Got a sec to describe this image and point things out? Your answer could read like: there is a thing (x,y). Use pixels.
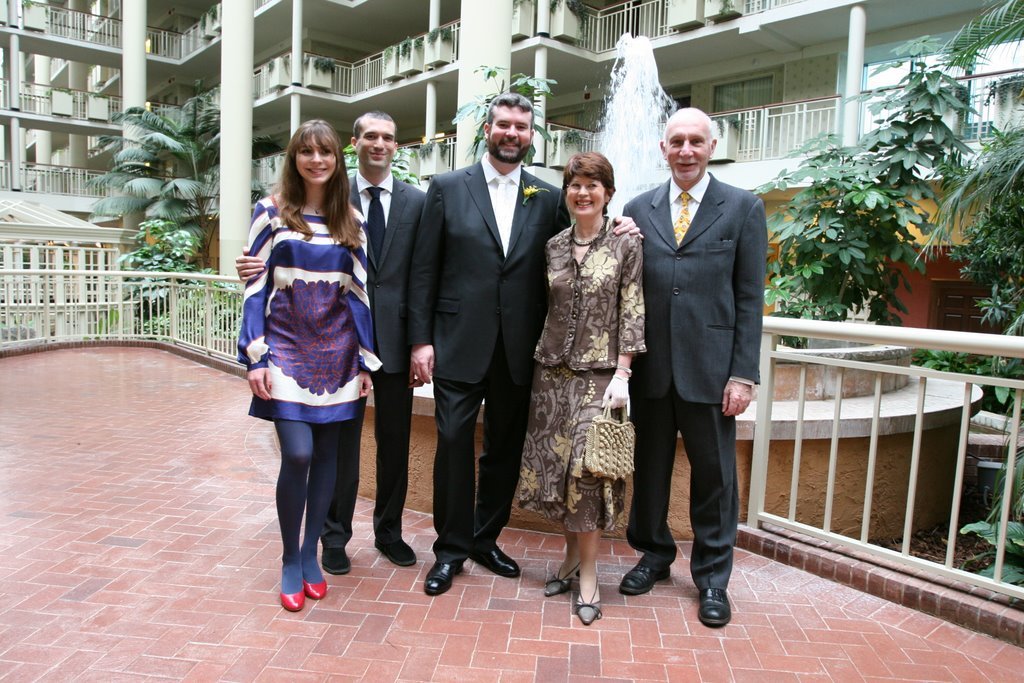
In this image in the center (499,339) there are persons (502,327) standing and smiling. In the background (388,78) there is a building (399,75) and there are pillars (470,100), trees (942,202) and there is a fence (174,326) in the center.
